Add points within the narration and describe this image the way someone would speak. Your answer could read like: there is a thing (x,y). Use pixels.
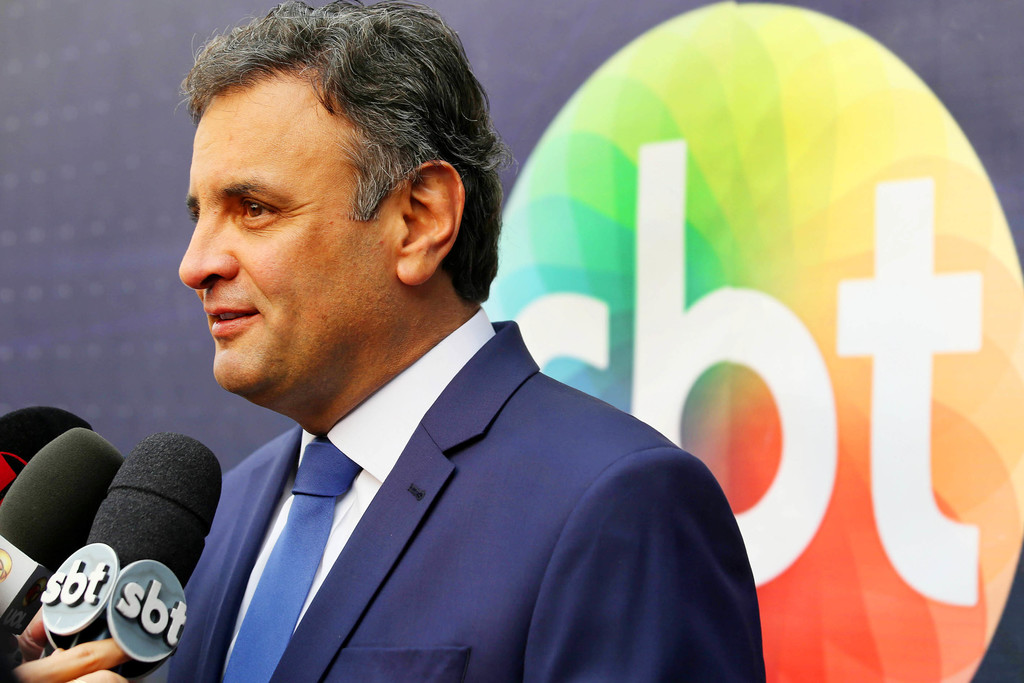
In this picture there is a man (420,97) who is wearing blue suit (469,645). At the bottom left corner (33,526) we can see person's hand (29,679) who are holding mic (103,567). In the back (721,286) we can see banner (716,298).
